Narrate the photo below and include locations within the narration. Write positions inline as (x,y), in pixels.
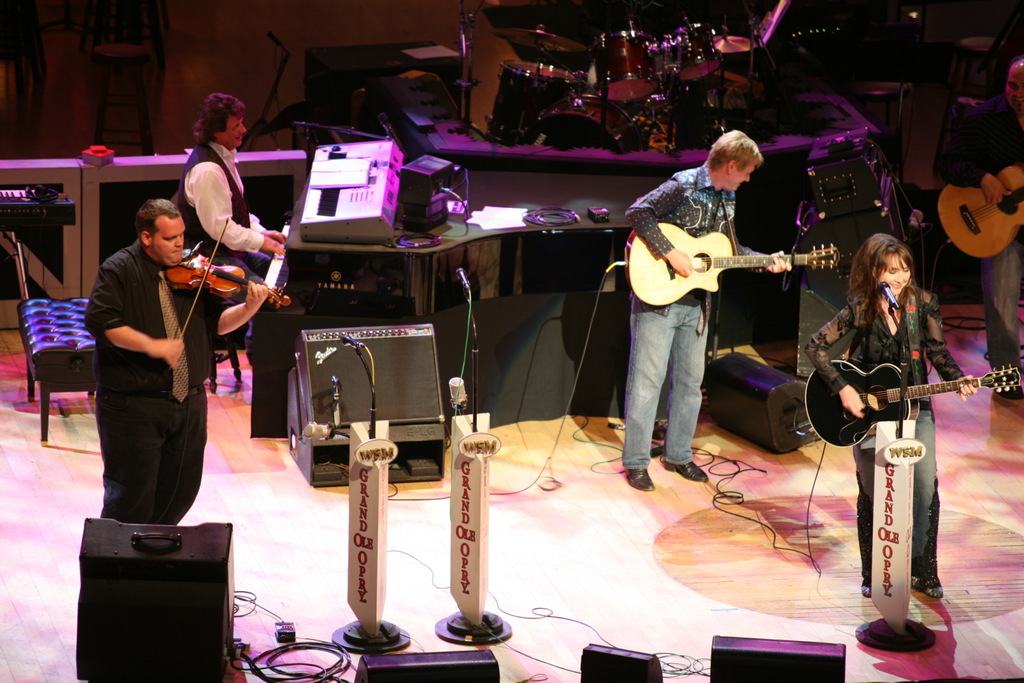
This picture is of inside the hall (736,325). On the right (892,235) there is a woman (908,361) and two men (693,199) standing and playing guitars (891,366). There is a microphone (891,299) attached to the stand (908,534). In the center (360,445) there are two microphones (456,382) attached to the stands (374,531) and some musical instruments (390,167) placed on the top of the table (457,248) and on the ground (761,354). On the left (148,294) there is a man (142,277) wearing black color shirt (161,314) standing and playing violin (222,272), behind him there is a person (212,172) sitting on the chair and playing piano (293,265). In the background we can see the musical instruments (552,43) and chairs (967,55).
